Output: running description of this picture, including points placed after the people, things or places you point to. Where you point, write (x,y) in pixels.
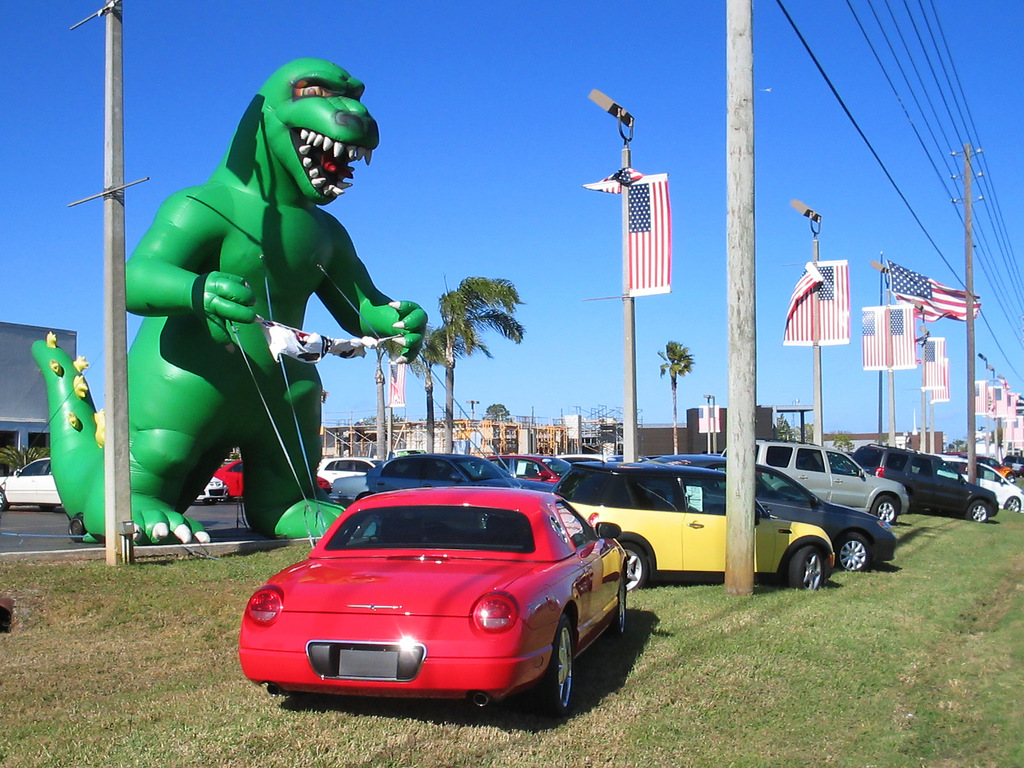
In this image in the foreground (599,497) there are some vehicles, poles (752,399), at the top (410,59) there is the sky (574,63), in the middle (413,329) there is a dragon image (148,388) trees (471,287), vehicles (362,471), poles (732,269), flags (707,414), buildings (7,422) visible.
